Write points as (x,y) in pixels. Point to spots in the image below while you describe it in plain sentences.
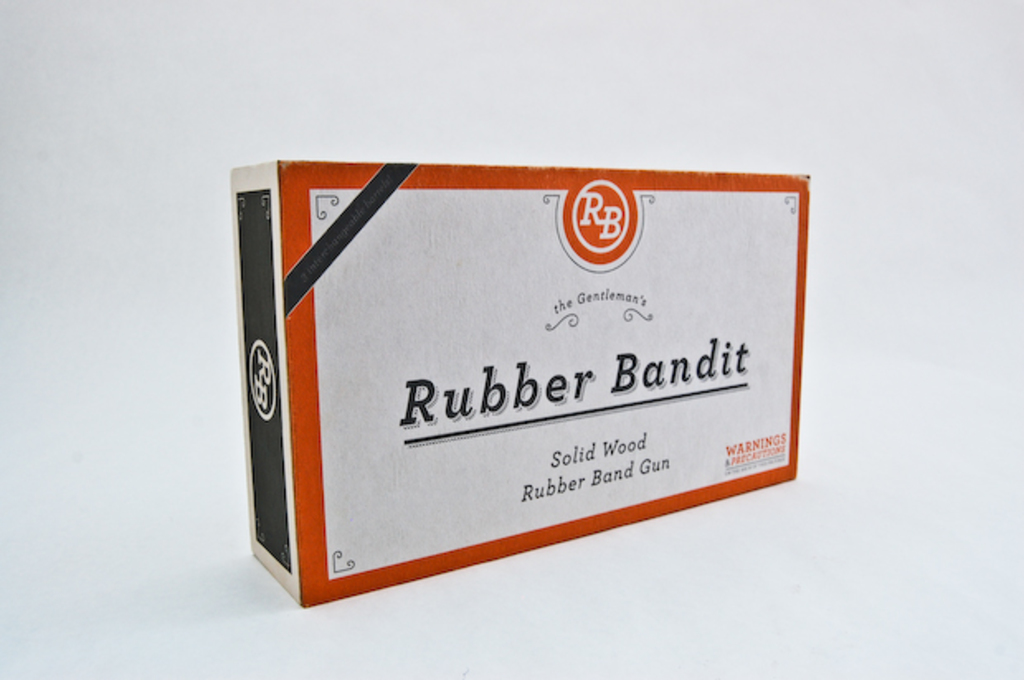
This picture contains a box (388,347) which is in white, red and black color. On the box (443,379), it is written as "Rubber Bandit". This might be a rubber band gun (700,439). In the background (189,121), it is white in color.
